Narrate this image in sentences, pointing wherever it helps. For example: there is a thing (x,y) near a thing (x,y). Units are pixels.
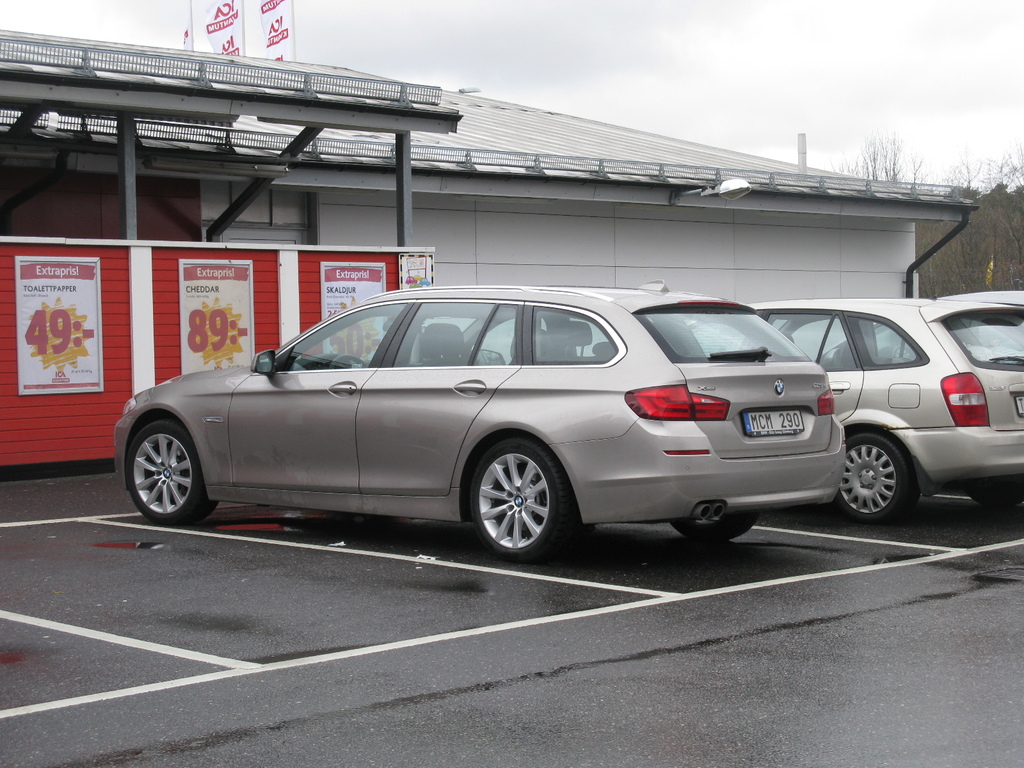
In this image we can see few vehicles (657,456) on the parking area (750,555). There is a building (331,156) with poles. Also there are poster (217,297). In the background (493,25) there is sky (827,68).
